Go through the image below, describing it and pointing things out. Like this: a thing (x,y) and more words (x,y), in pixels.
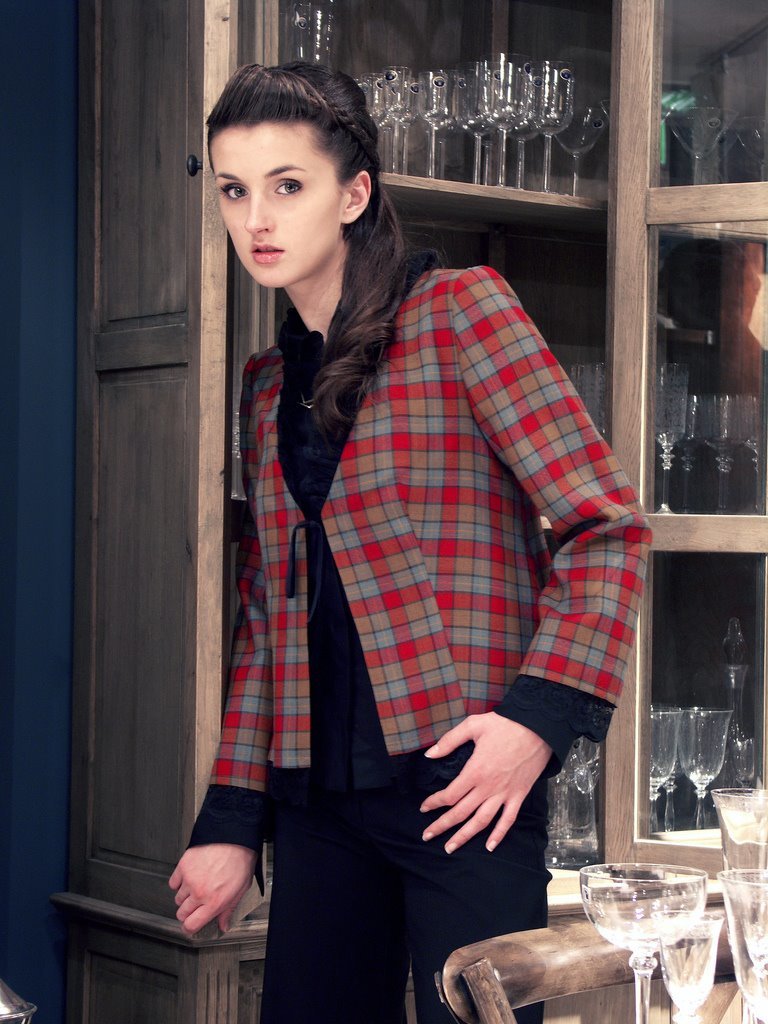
In this image, I can see the woman (304,708) standing. Behind the woman (364,320), I can see the wine glasses (569,121), which are kept in a cupboard (548,225). At the bottom right side of the image (634,893), there are few more wine glasses (678,990) and a chair (470,985).
